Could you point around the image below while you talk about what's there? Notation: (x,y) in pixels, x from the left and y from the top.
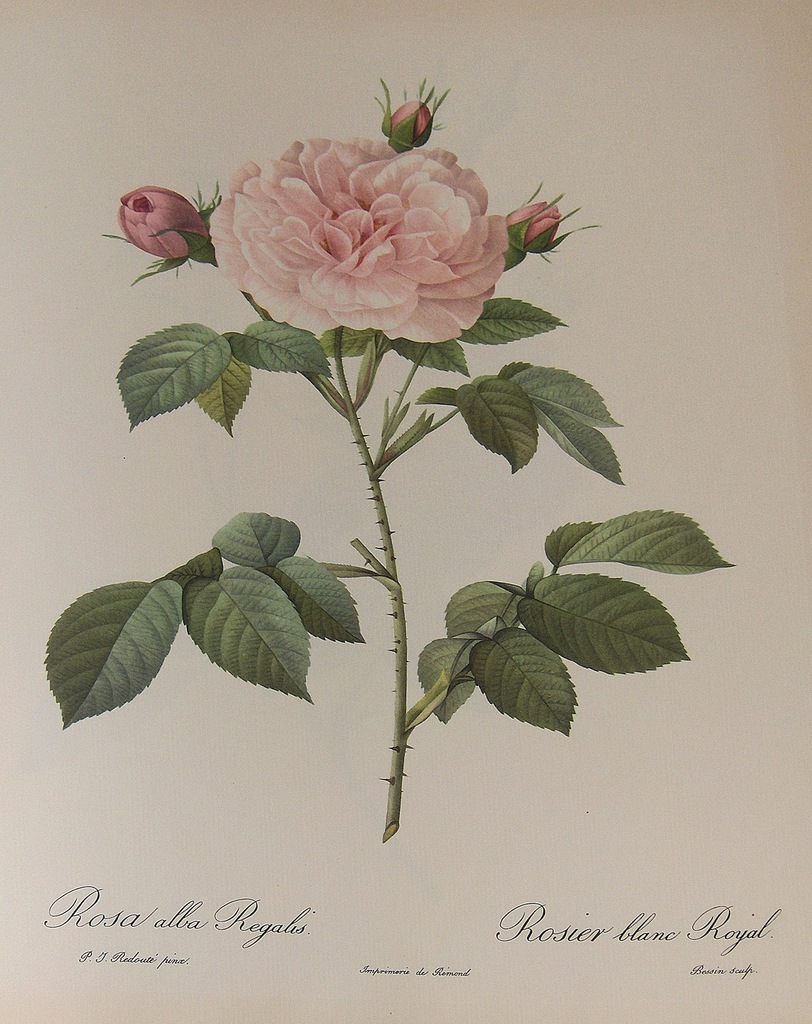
In the image there is a stem (353,416) with thorns (387,779), leaves (538,596), pink flower (393,232) and there are few buds (416,109). And there is something written at the bottom of the image (744,933).
